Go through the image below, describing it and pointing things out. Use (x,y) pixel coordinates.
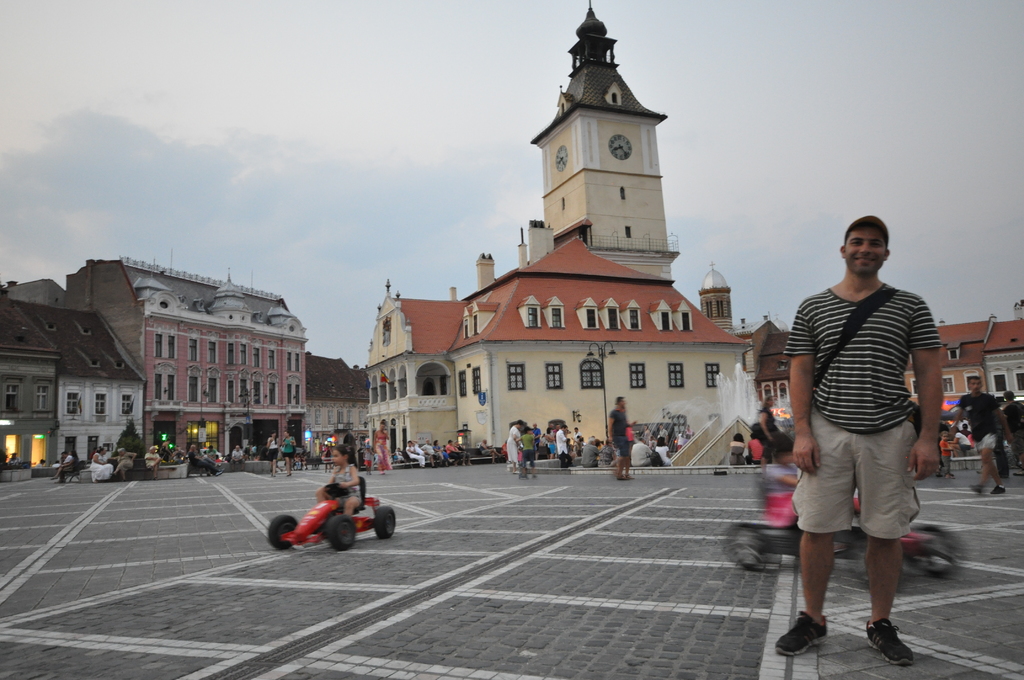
On the right side of the image (843,467), we can see a person (861,493) is standing and smiling. In the background (980,406), we can see people (994,404), buildings (233,370), walls (199,394), windows (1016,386), street lights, water fountain (749,397), chairs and sky (166,71). We can see kids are riding vehicles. In the middle of the image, we can see a tower (615,173) with clocks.
